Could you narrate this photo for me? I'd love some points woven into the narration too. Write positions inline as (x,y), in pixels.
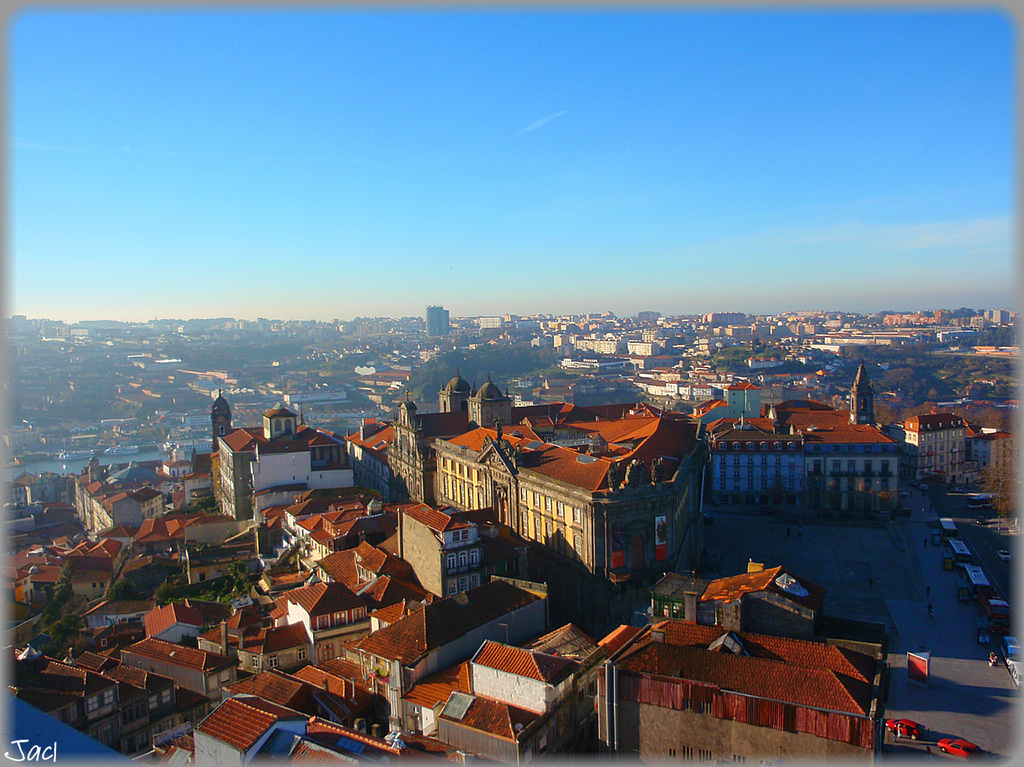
In this image we can see many buildings (372,451) with windows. In the background (459,155) there is sky (649,140). Also there are vehicles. In the left bottom corner (48,745) something is written.
